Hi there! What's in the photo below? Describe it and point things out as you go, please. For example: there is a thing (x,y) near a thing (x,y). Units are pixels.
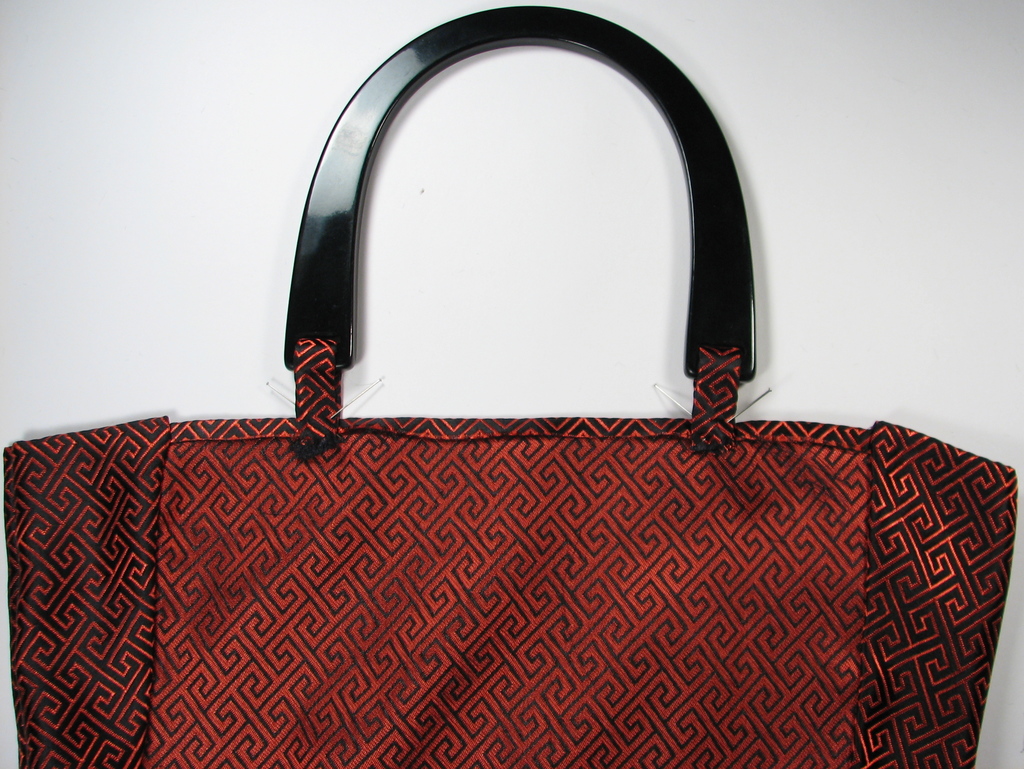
In the picture we can see a hand bag (730,632) which is red in color with lines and handle (743,373) is black in color.
